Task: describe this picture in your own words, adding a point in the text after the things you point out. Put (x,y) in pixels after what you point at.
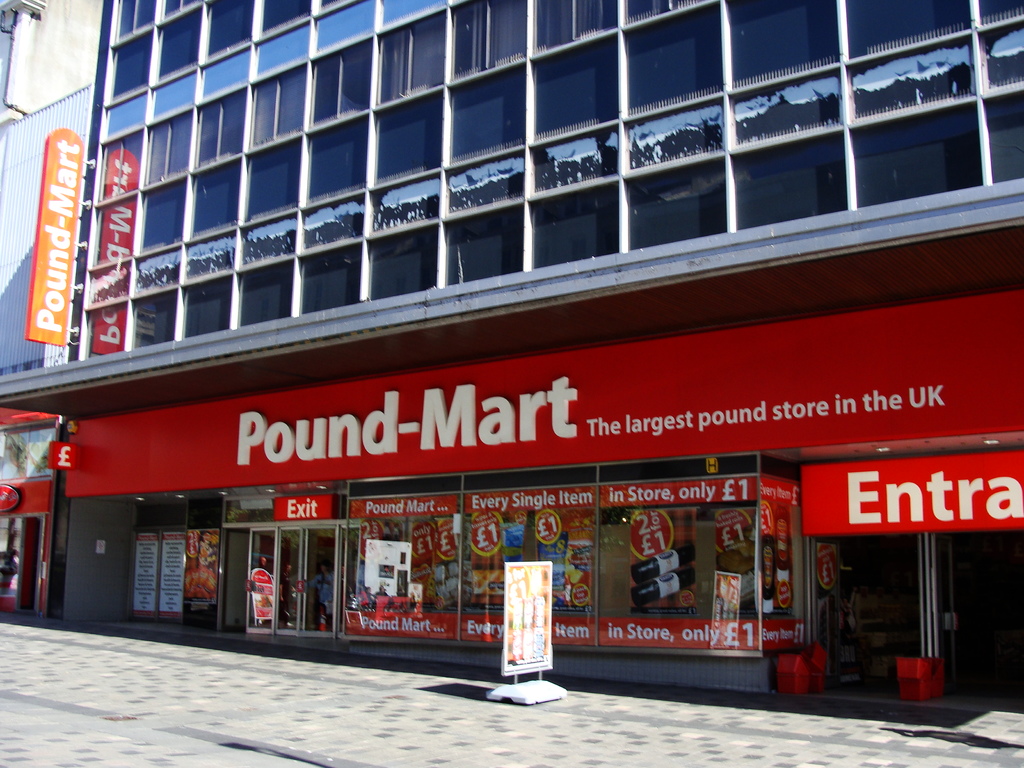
In the center of the image (567,369) we can see one building (778,251), windows (133,46), banners (959,515), glass doors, road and a few other objects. On the building (757,54), it is written as "Pound Mart".
